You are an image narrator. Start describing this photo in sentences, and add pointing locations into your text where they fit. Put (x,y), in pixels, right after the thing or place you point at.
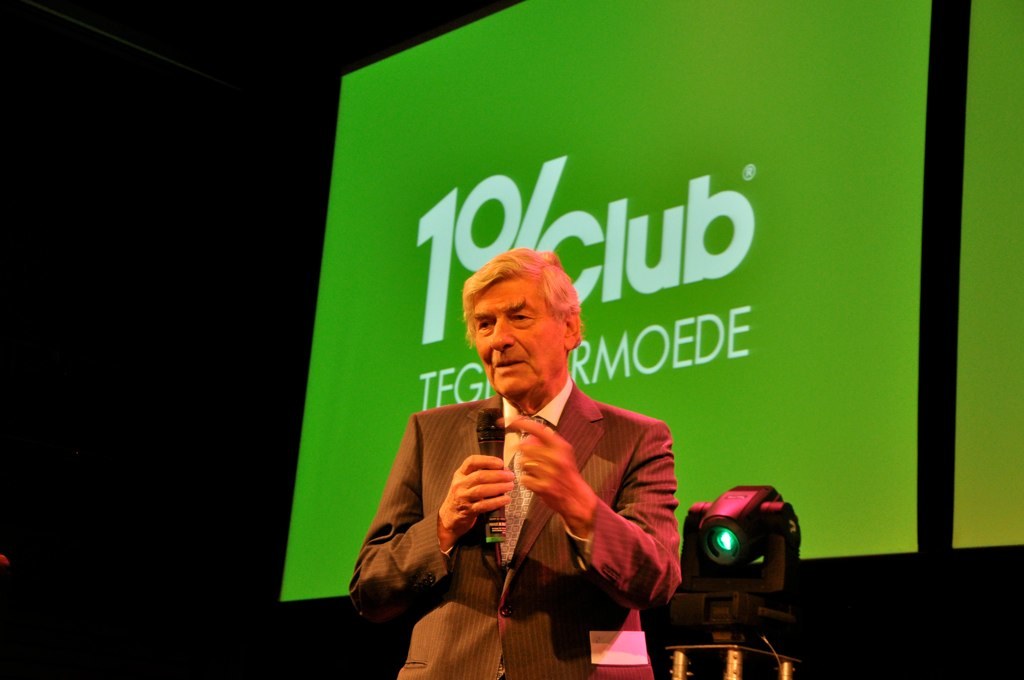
In this image, in the middle (611,448), we can see a man (396,510) standing and holding a microphone (481,429). There is a black color object (734,615) beside the man (674,569). In the background (786,81), we can see the projector screen (607,138).
